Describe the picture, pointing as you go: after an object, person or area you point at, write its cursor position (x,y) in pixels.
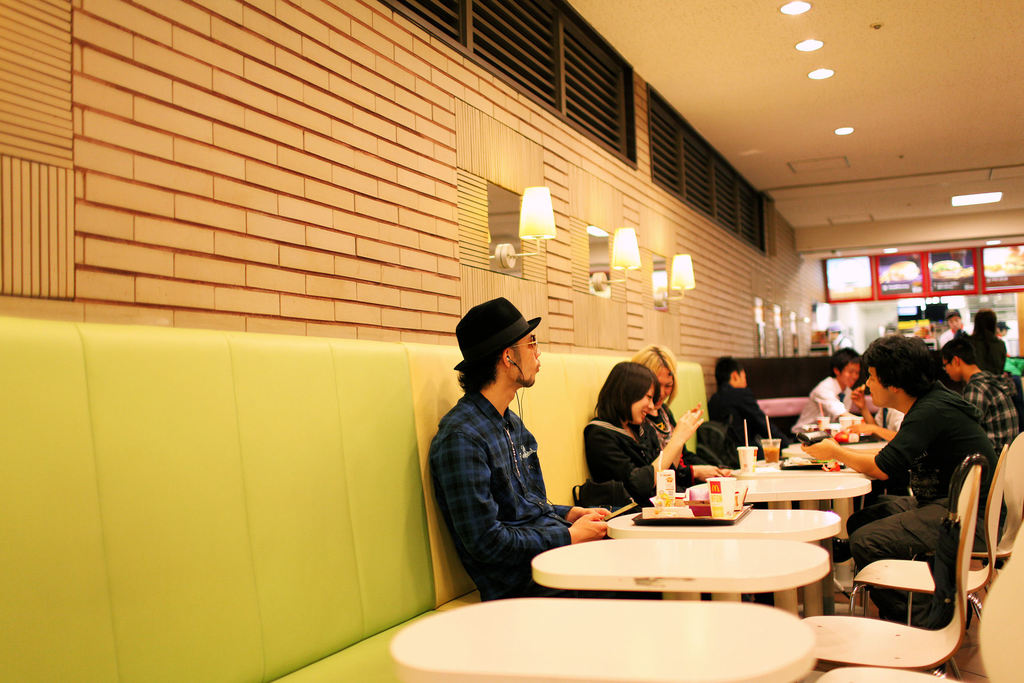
In this image there are group of people (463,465) sitting on chairs (1019,573) at the right side (874,549) and few (637,469) are sitting on sofa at the middle of image (533,348) having tables (647,534) before them. On table (725,534) there is a tray (745,505) on which cups (716,512) and box (703,491) are kept on it. Three lamps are fixed to the wall (547,299) and few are fixed to the roof (793,184).
